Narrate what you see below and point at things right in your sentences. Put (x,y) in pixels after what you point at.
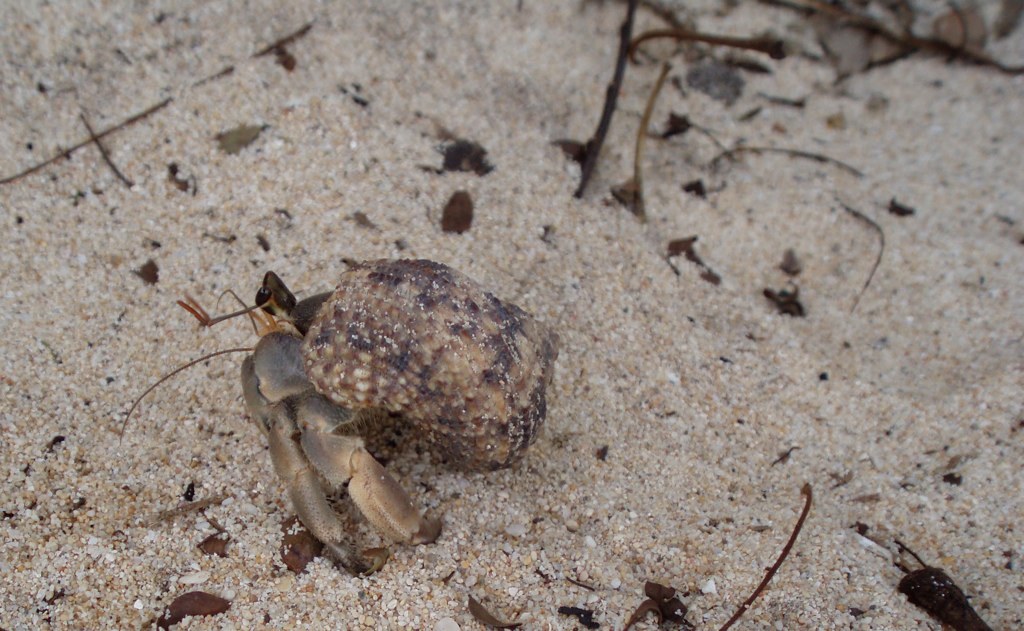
In this picture I can see a hermit crab (392,415) on the sand (482,256).
